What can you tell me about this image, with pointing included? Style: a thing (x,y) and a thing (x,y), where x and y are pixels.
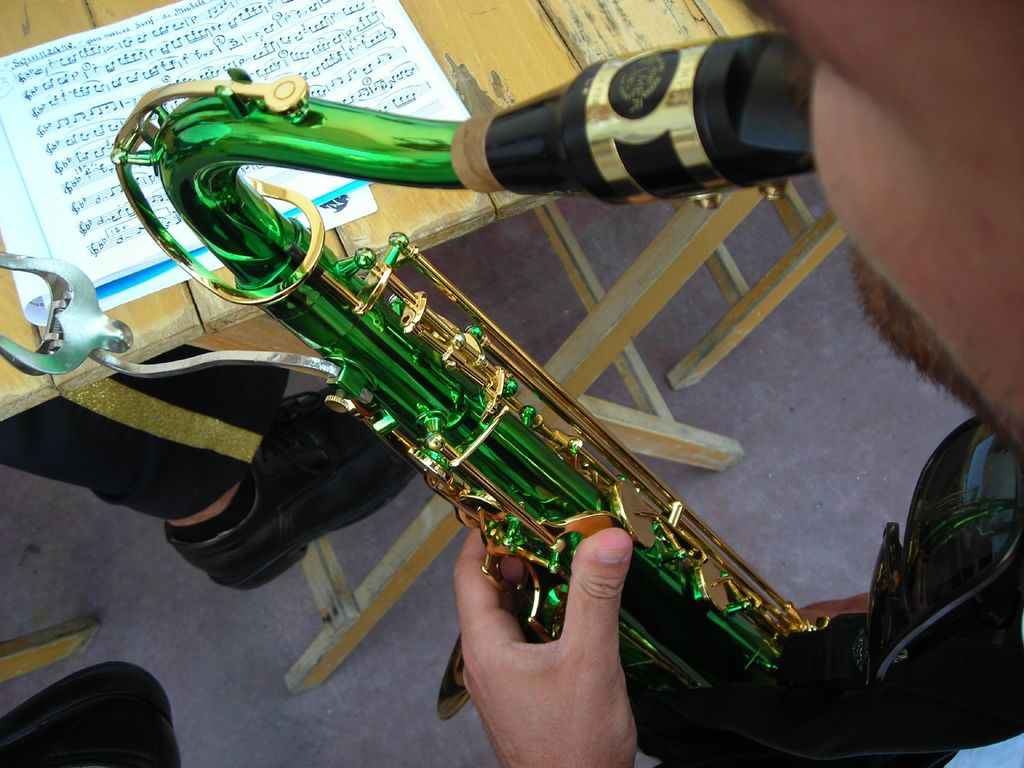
In this picture there is a man (954,199) who is holding a green and golden color saxophone (315,255). On the table (687,41) I can see the papers (348,5). On the left (270,372) I can see the person's leg (270,372) who is wearing trouser (74,453) and shoe (312,481). In the bottom left corner (141,675) I can see the black objects (75,727).
